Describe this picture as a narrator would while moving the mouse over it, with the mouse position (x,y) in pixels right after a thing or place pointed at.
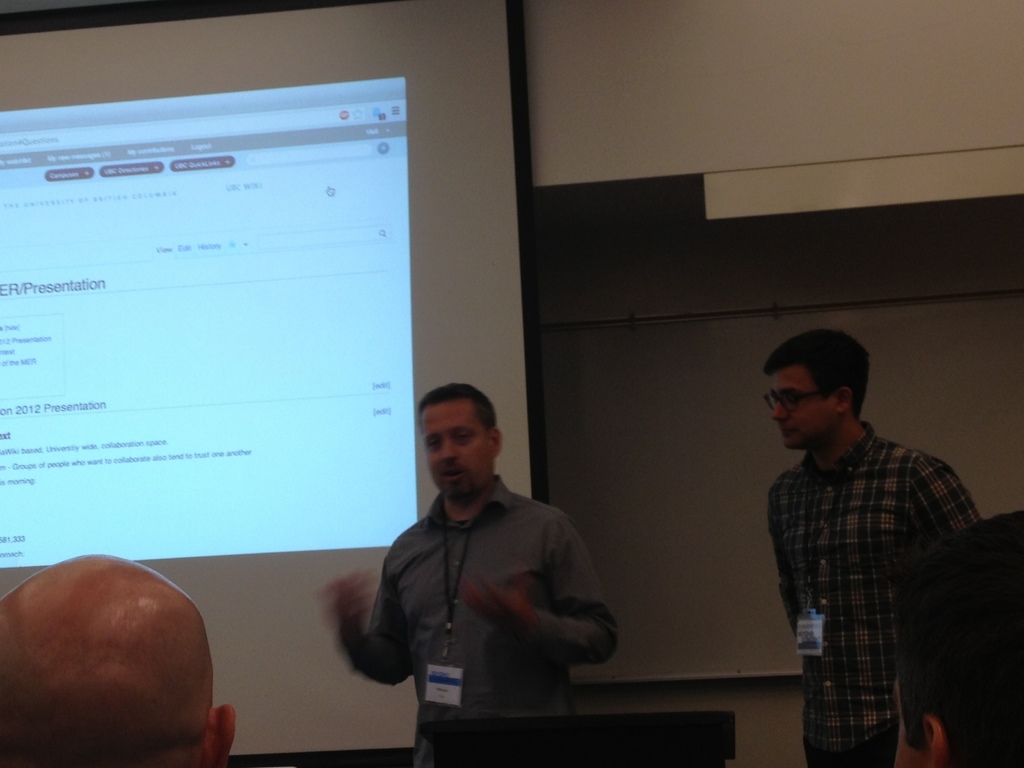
Here in this picture we can see two men (480,428) standing over a place and both of them are having ID cards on them and the person (507,544) on left side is speaking something and behind them we can see a projector screen (421,390) with something projected on it over there and in front of them we can see people (168,618) sitting over there.
